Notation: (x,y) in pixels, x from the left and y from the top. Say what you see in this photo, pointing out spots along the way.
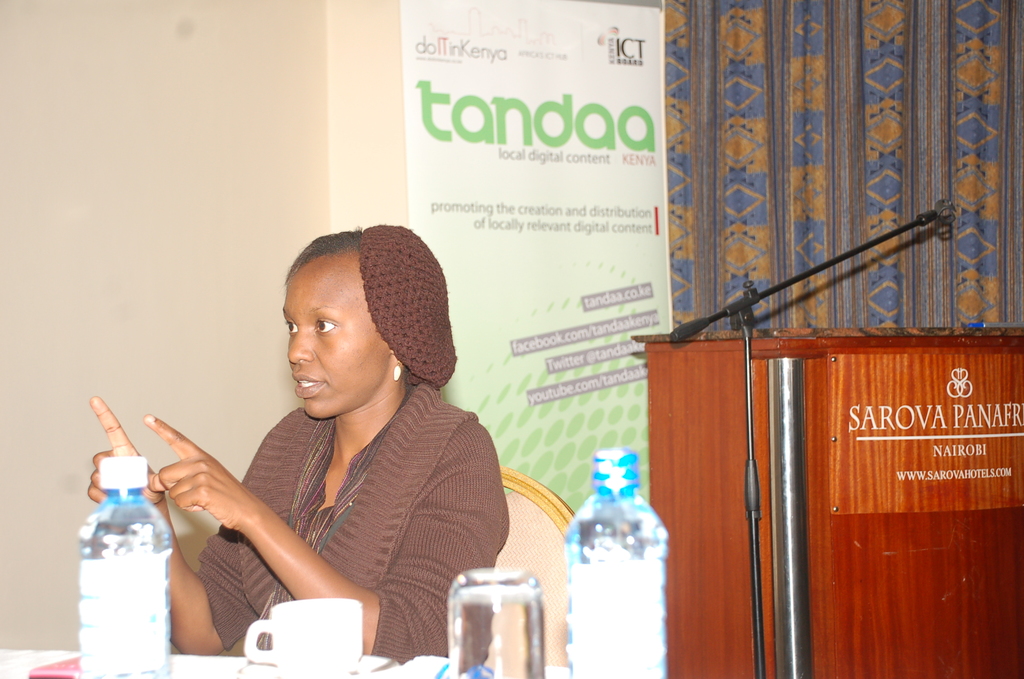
In this picture one woman (371,430) is sitting on the chair (547,539) in a brown dress (487,563) and wearing a hat (410,331) and in front of there is a table (68,654) on which a cup (318,642), water bottles (138,652) and glass (499,646) are present and behind her there is one podium (844,392) with mike (760,296) and behind the podium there is one curtain (901,243) and wall (377,31) with one poster (497,31) on it.
